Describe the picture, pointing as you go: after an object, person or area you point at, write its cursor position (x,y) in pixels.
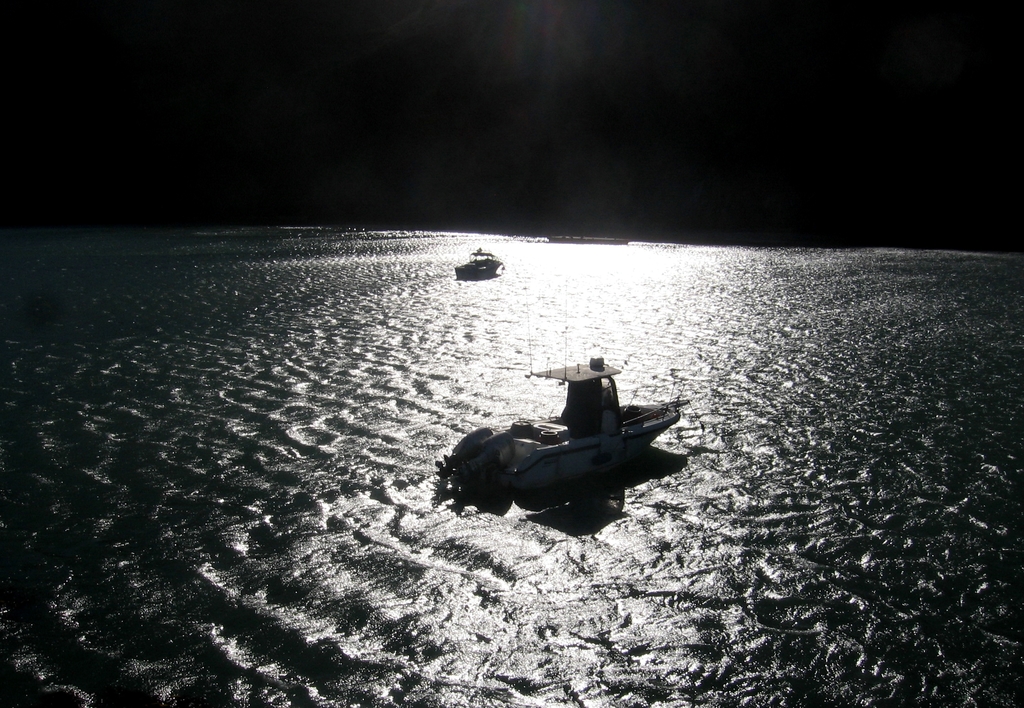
In this image we can see boats (490,453) on the surface of water (646,306). We can see dark at the top of the image (348,92).
